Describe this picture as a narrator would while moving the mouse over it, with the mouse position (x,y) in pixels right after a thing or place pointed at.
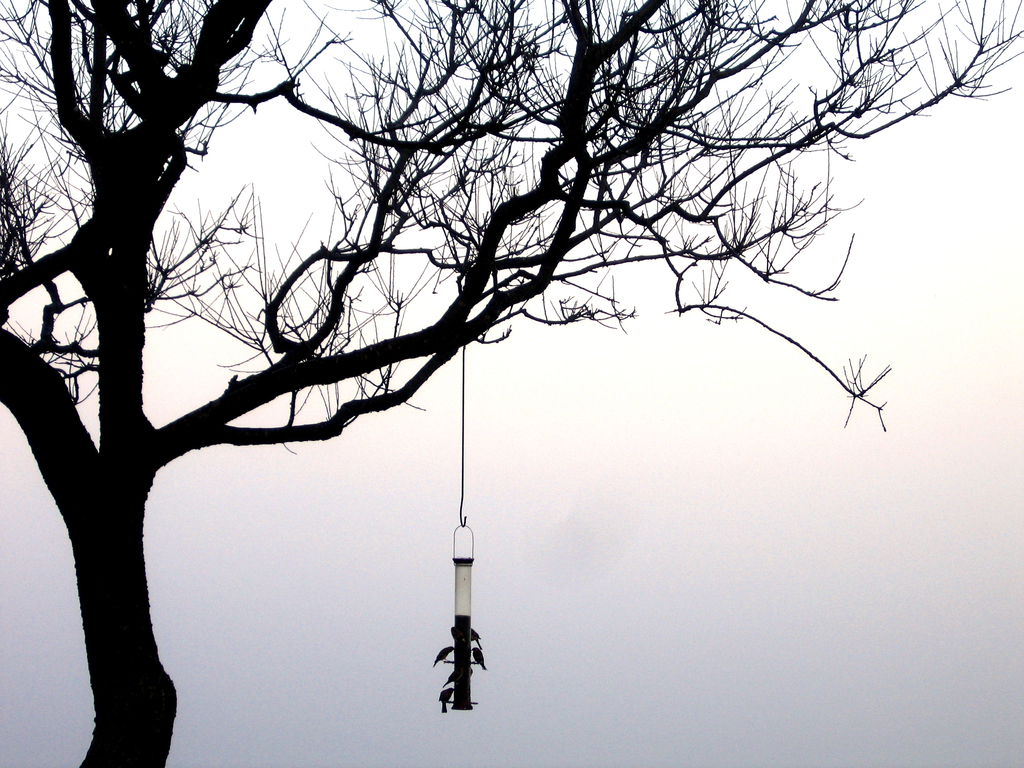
In this picture we can see bird feeder (475,703) hanging to a branch (399,348) of a tree (44,456) and we can see birds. In the background of the image (677,513) we can see the sky (574,544).
